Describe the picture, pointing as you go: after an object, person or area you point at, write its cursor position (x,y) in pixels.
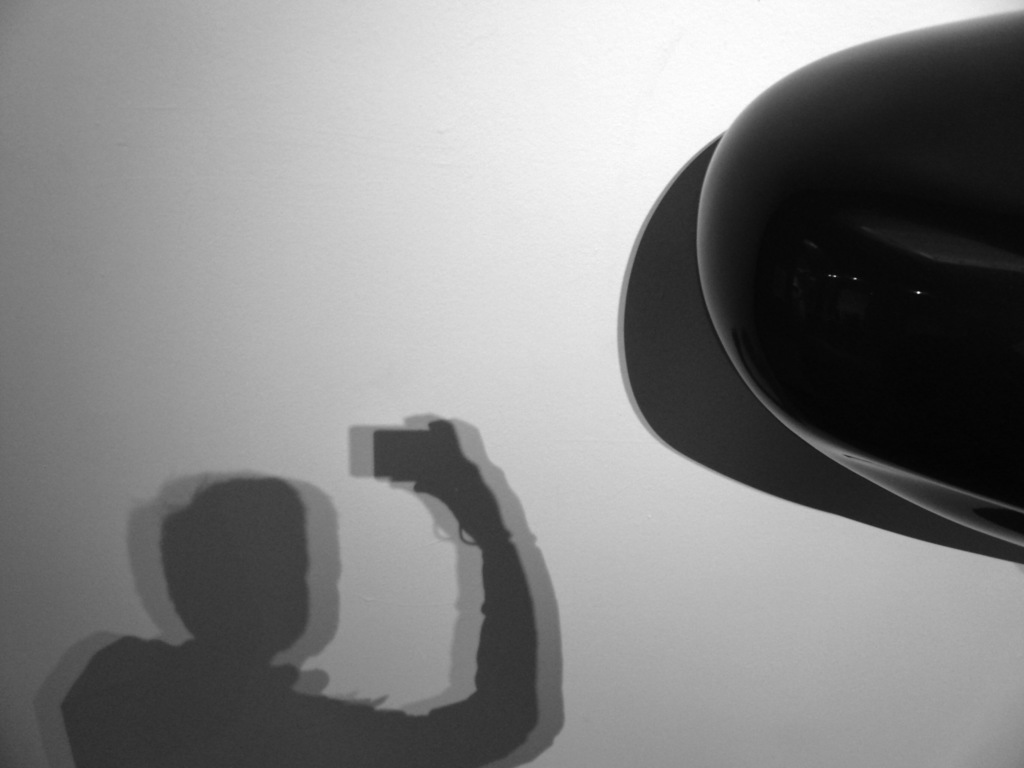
Here we can see shadow (355,759) of a person (378,763) holding an object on the wall (442,415) and there is a black color object (833,442).
